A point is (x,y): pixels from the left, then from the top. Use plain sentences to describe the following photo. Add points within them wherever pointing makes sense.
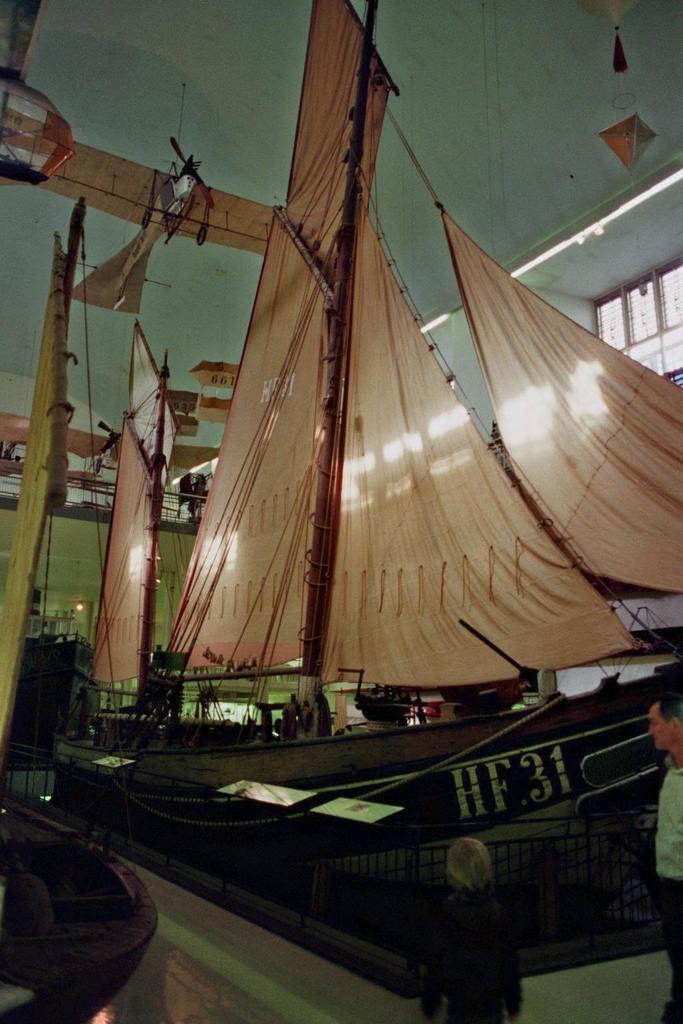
In this image in front (501,955) there are people (463,894). There is a metal fence (279,859). There are boats (377,571). On the top of the image (574,239) there are lights (565,243).
